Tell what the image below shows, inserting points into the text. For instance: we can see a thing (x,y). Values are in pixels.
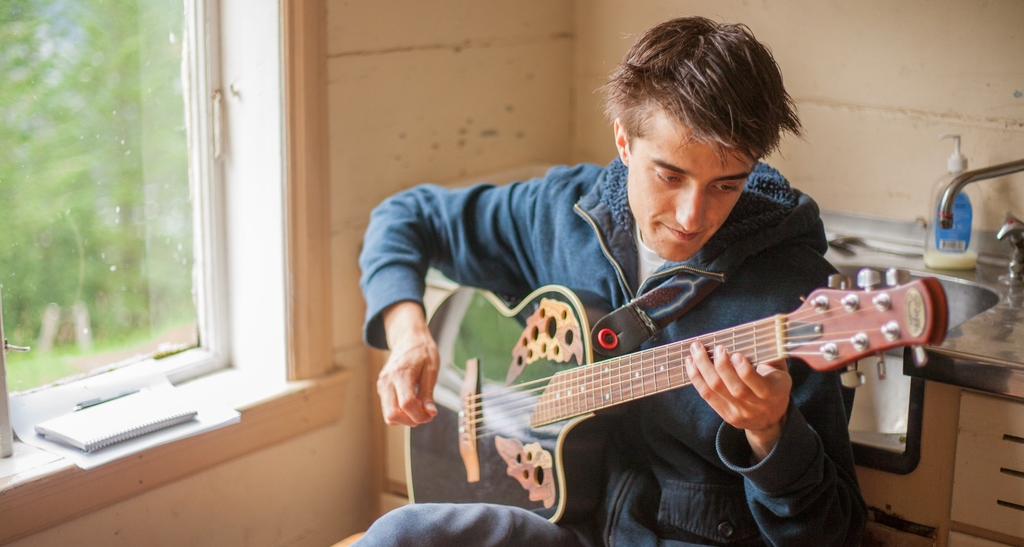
As we can see in the image there is a wall (406,126), window (202,139) and a man (676,163) holding guitar (670,362).
